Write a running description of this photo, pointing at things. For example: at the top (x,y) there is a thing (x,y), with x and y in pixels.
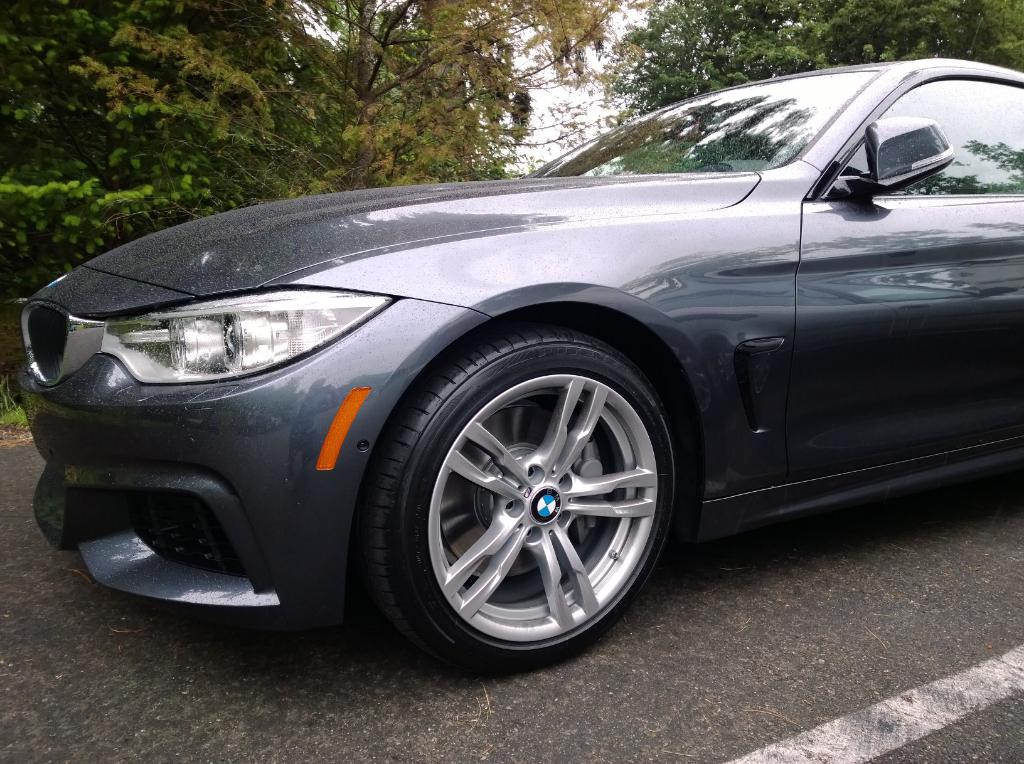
In this image I can see a car (737,488) on the road (783,610). It is in grey color, at the top (421,155) there are trees (421,155).
